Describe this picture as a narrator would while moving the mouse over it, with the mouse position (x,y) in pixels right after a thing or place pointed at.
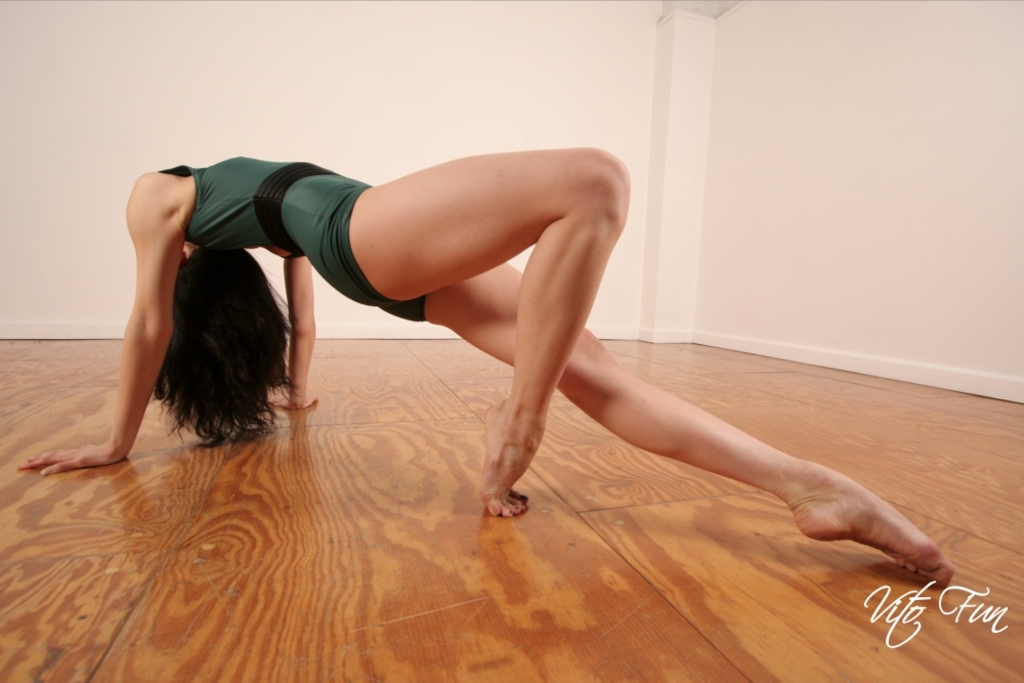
In this image I can see a person (303,238) wearing green and black dress (302,204) is on the brown colored surface (423,527). In the background (817,213) I can see the white colored wall (792,123).
